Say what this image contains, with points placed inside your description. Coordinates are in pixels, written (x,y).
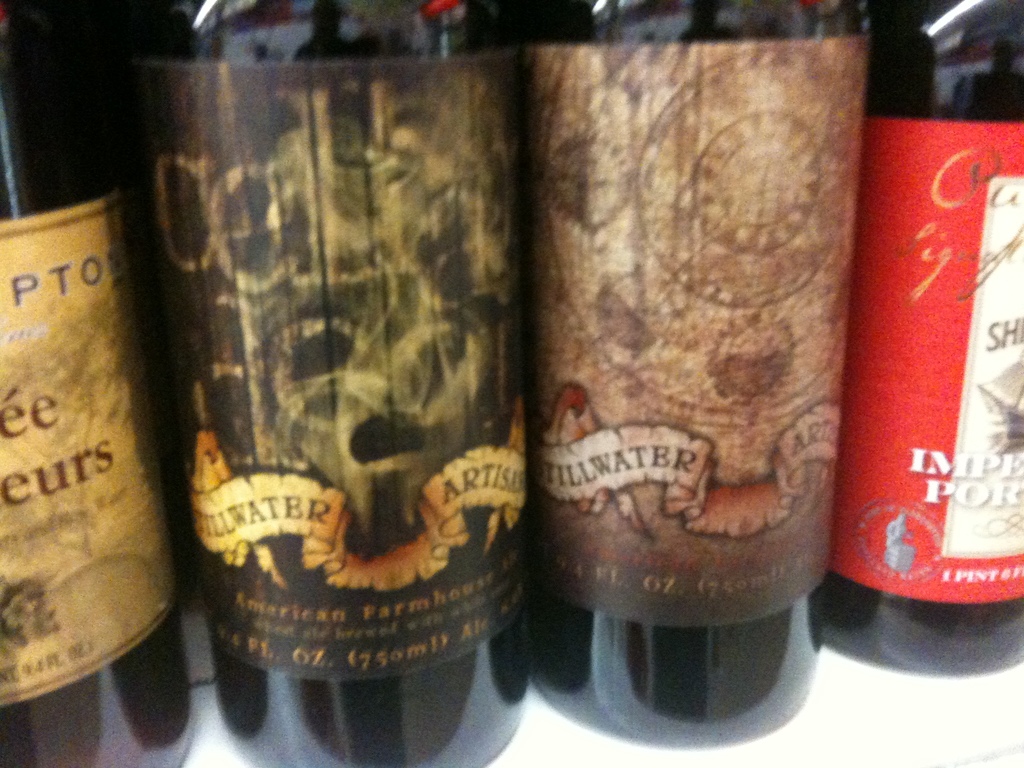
In this picture we can see bottles (608,434).
